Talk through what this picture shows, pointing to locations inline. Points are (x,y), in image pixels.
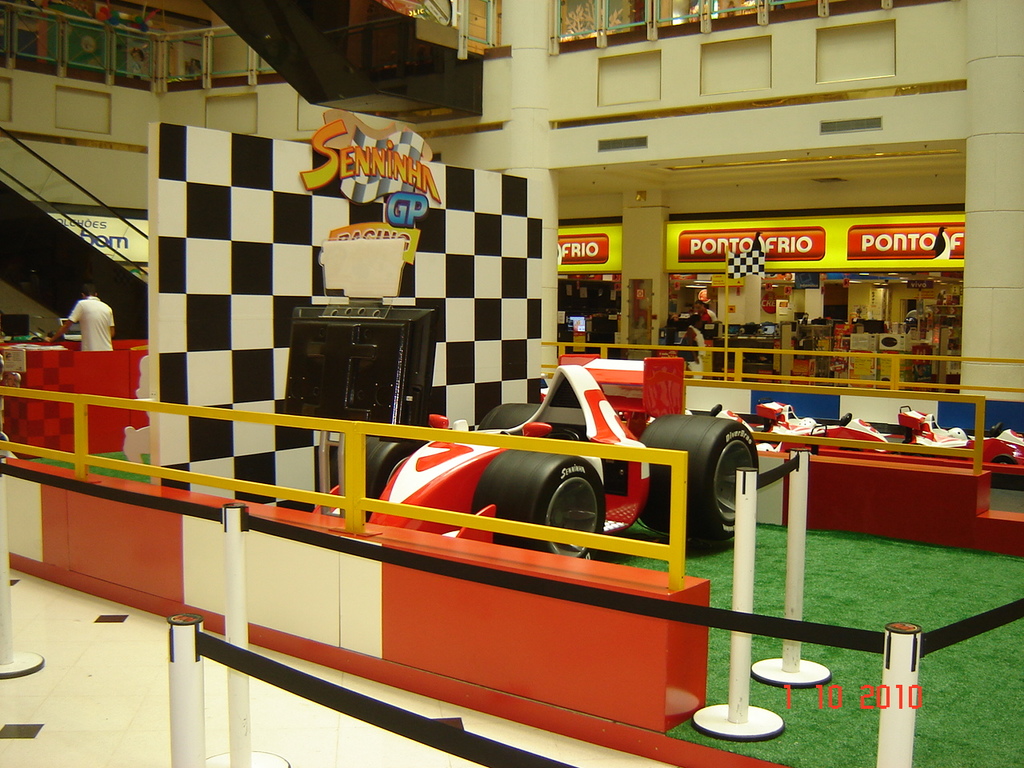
In this image we can see the fence (13,666), grass (961,595), monitor (303,411) to stand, sports cars (623,484), boards (526,366), a person (87,308) standing here, escalator (80,296), stores (858,281), glass railing (0,47), stairs (268,47) and the wall (284,127) in the background (107,247).
